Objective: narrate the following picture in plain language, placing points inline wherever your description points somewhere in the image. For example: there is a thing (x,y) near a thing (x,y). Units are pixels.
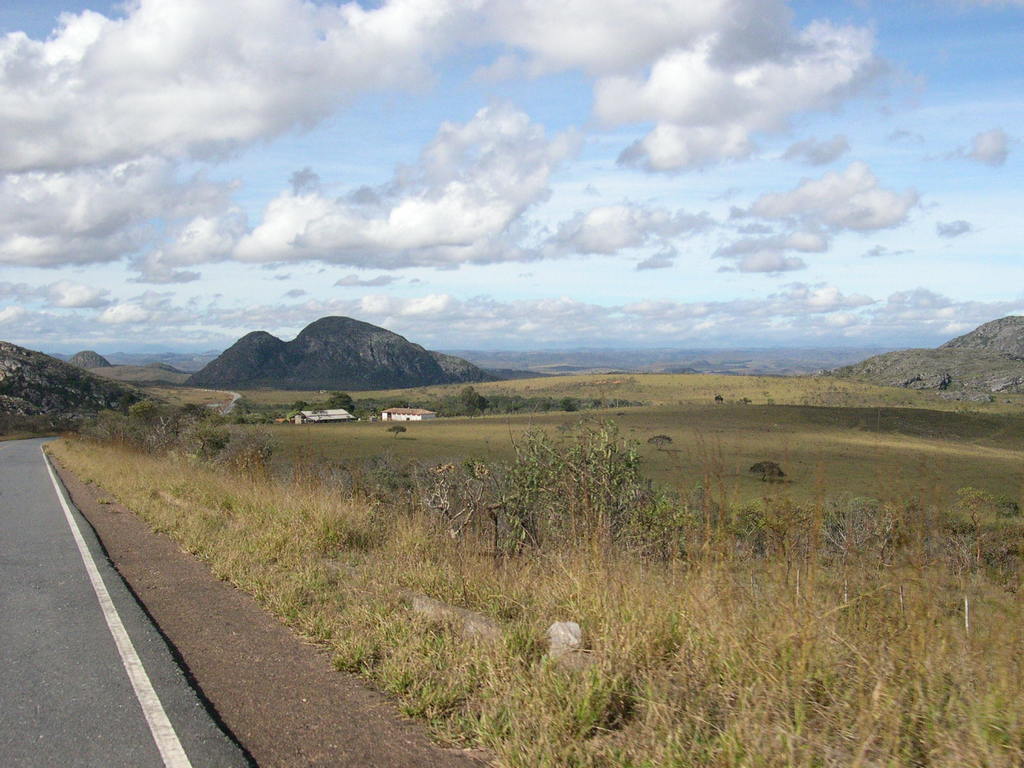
On the left (29,525) there is a road (34,580). In the background (444,196) there are trees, plants (253,437), grass (339,432), houses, mountains (309,373) and clouds (294,124) in the sky (433,140).
